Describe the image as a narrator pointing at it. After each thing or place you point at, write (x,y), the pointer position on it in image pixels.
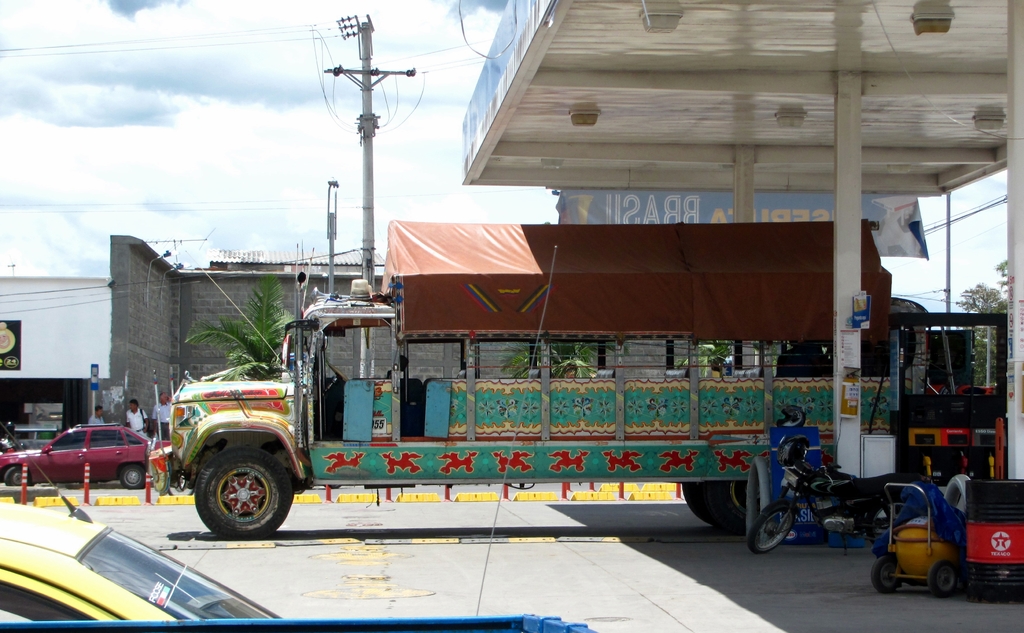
In this picture I can see vehicles (416,439) on the road (115,491). On the right side (901,382) I can see a petrol pump (891,370). In the background (367,77) I can see poles (360,26) which has wires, buildings (170,283), traffic poles (89,471) and the sky (211,195).
